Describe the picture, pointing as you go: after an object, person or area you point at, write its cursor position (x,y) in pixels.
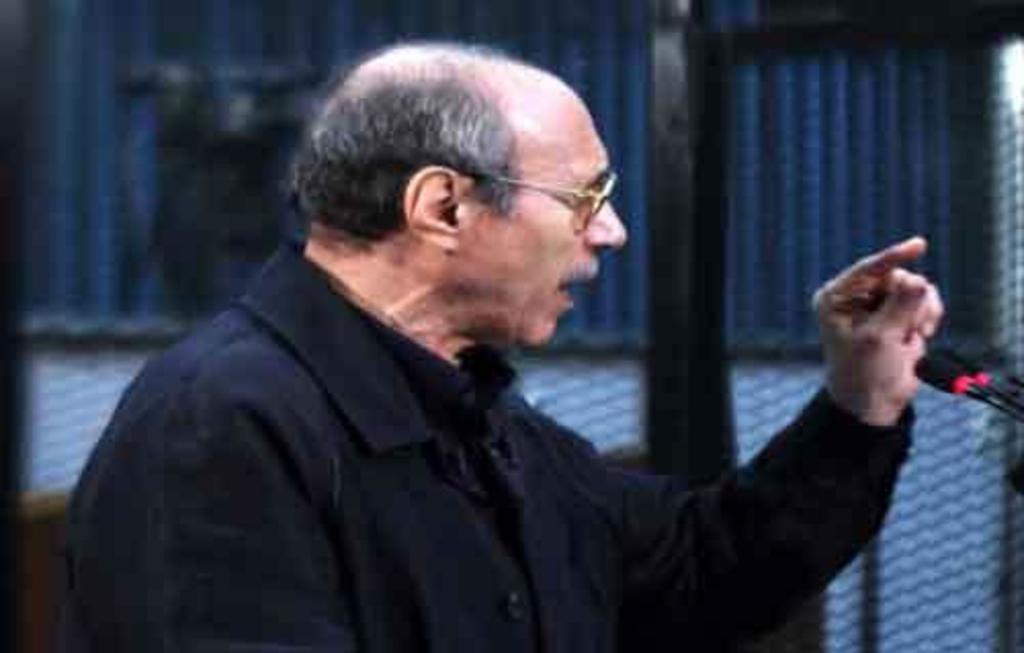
In this image we can see a person (358,501) wearing black color dress (298,463) also wearing spectacles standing and there is microphone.
